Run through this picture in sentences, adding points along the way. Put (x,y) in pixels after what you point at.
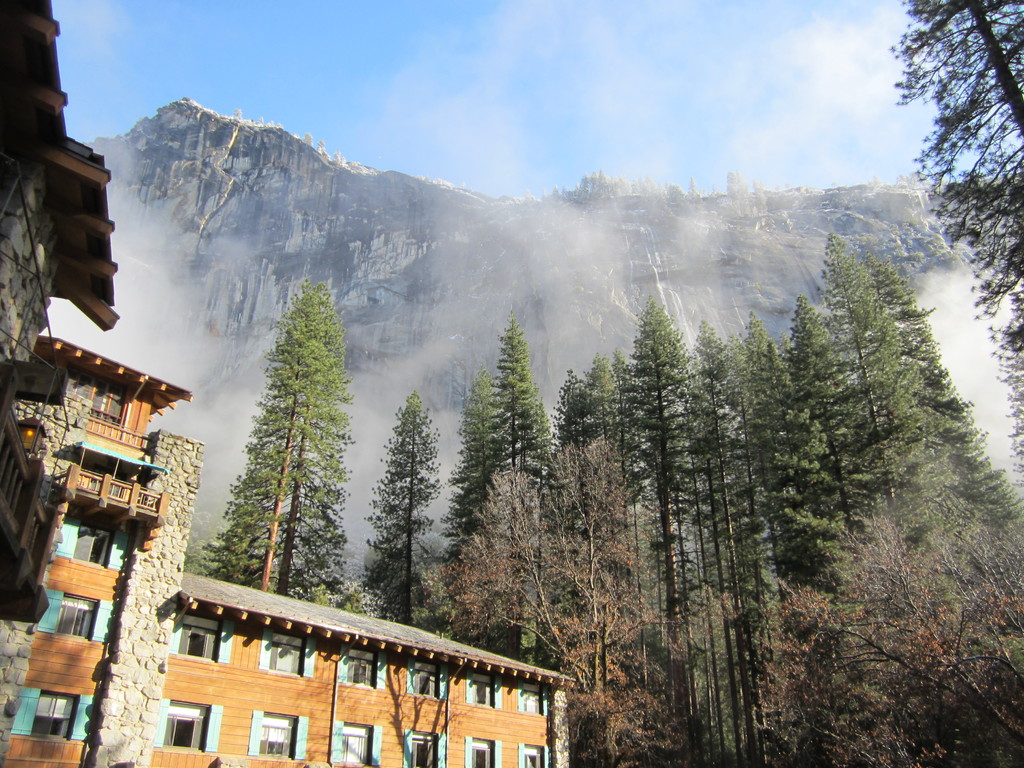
In this image there are buildings (69,504), trees (723,451), mountains (691,269) and the sky (490,94).
